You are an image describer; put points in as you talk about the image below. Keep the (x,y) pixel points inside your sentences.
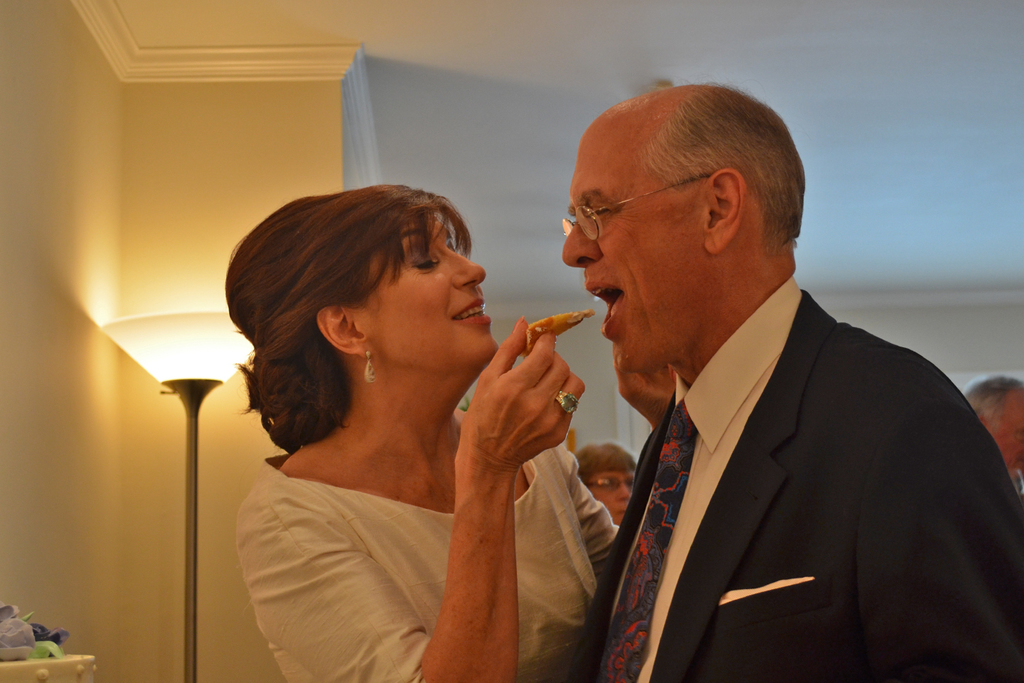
In this image we can see two persons (578,592) wearing black color suit (728,534) and white color dress (367,563) and a person (376,460) wearing white color dress (364,573) feeding some food item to the person (745,420) who is wearing black color suit (802,584) and at the background of the image (181,299) there is wall (25,480) and lamp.
